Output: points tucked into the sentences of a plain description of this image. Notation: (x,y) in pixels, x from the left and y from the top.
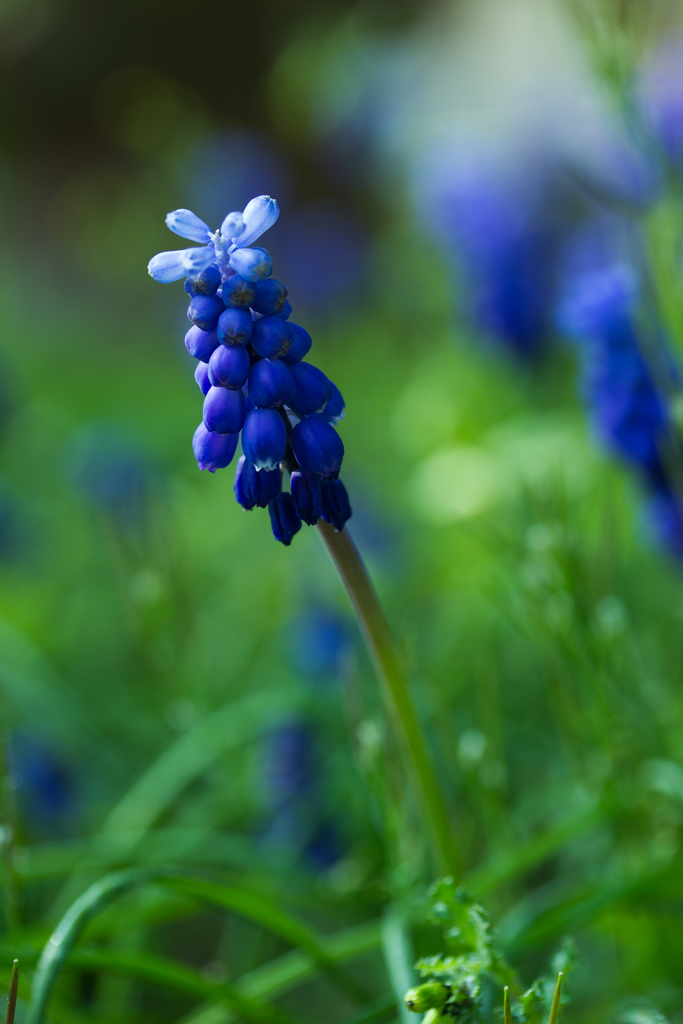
In the center of the image (259,346) we can see plants (536,780) and flowers (633,420), which are in dark blue color.
